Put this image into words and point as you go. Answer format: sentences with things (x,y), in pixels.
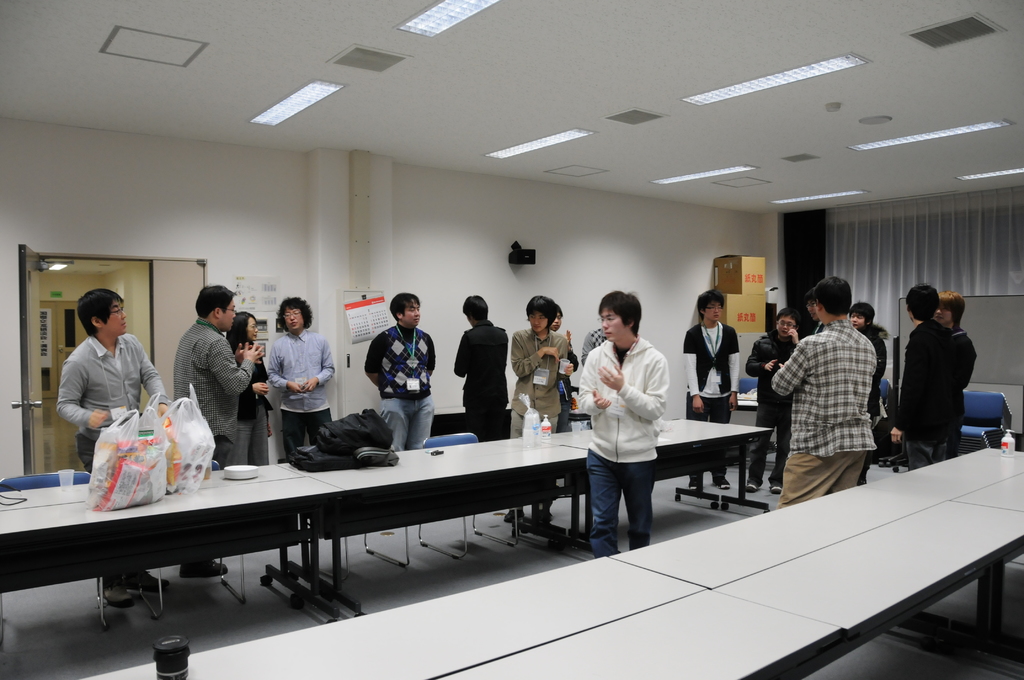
In a picture there are so many people (399,345) standing in a closed room (649,248) where at the left corner (35,504) there is one big table (46,531) on that there are bags (182,469), covers (159,477) and bottles (523,440) are present and behind that there are people (114,357) standing and behind them there is a door (23,416) and a big wall (251,270) and at the corner of the room (706,203) there are boxes (751,299) placed.
